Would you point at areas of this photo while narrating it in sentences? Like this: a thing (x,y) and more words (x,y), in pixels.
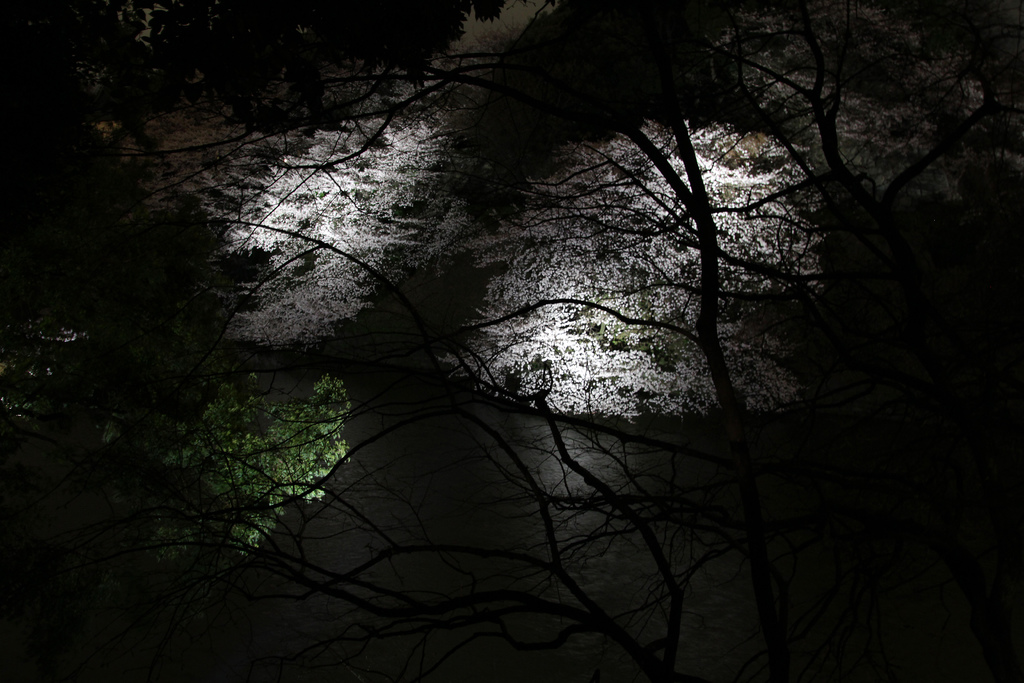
This image consists of many trees (121,444). At the bottom (587,533), there is water (451,493), In the front (717,321), we can see the rays of light (415,237).
